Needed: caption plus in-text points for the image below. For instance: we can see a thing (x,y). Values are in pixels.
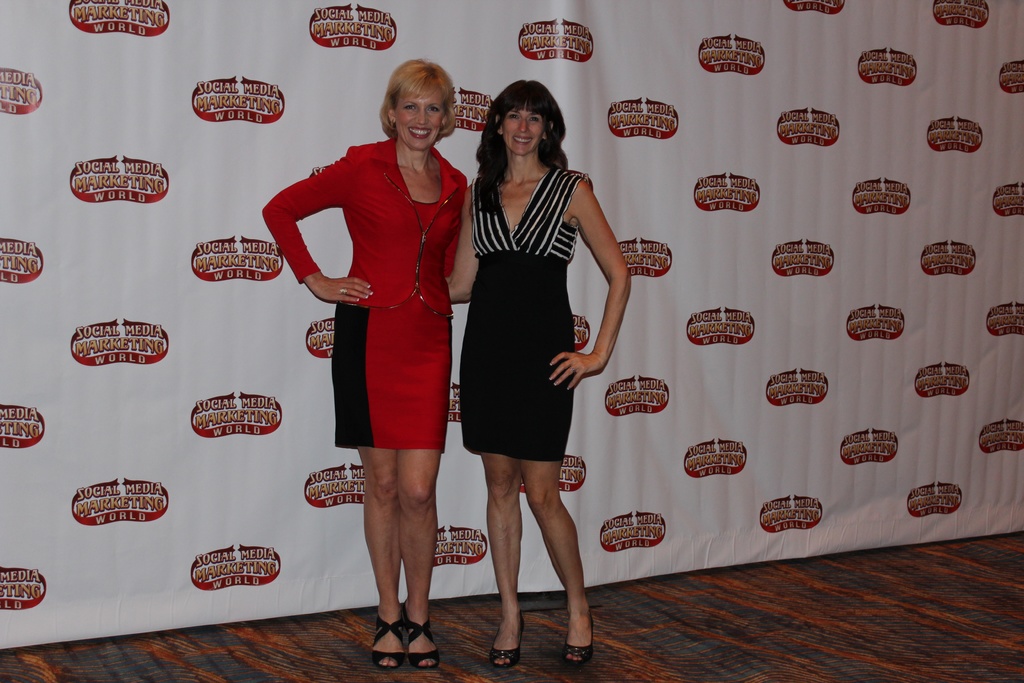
In this picture we can see two women (475,206), they both are smiling, in the background (734,317) we can see a hoarding (783,202).
